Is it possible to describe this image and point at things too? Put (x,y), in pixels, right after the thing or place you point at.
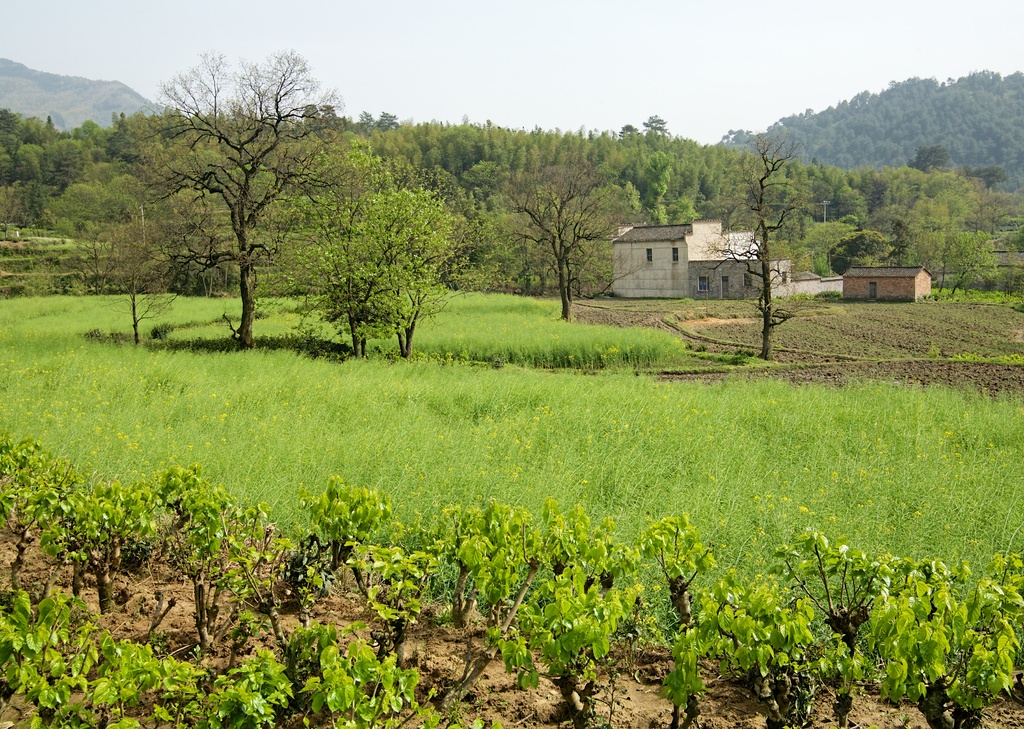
In this image there are plants (296,627), grass (561,428) and trees (381,307), in the background of the image (632,265) there are houses (757,267), electric poles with cables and mountains (918,144).
